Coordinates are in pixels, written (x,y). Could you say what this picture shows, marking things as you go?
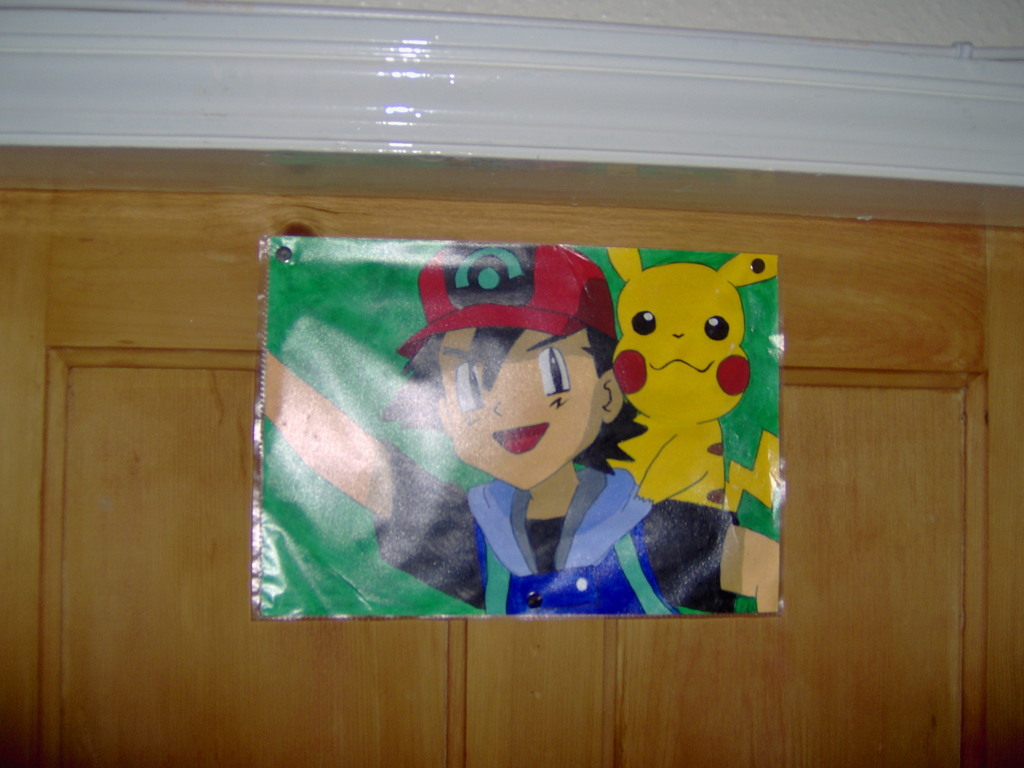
This picture is taken inside the room (610,661). In this image, we can see a door (261,642) which is closed, on the door (701,660), we can see a poster (748,427) is attached to it, on the poster (737,460), we can see pictures (681,486) of a person (659,504) and an animal (672,353). At the top (483,126), we can see white color.
